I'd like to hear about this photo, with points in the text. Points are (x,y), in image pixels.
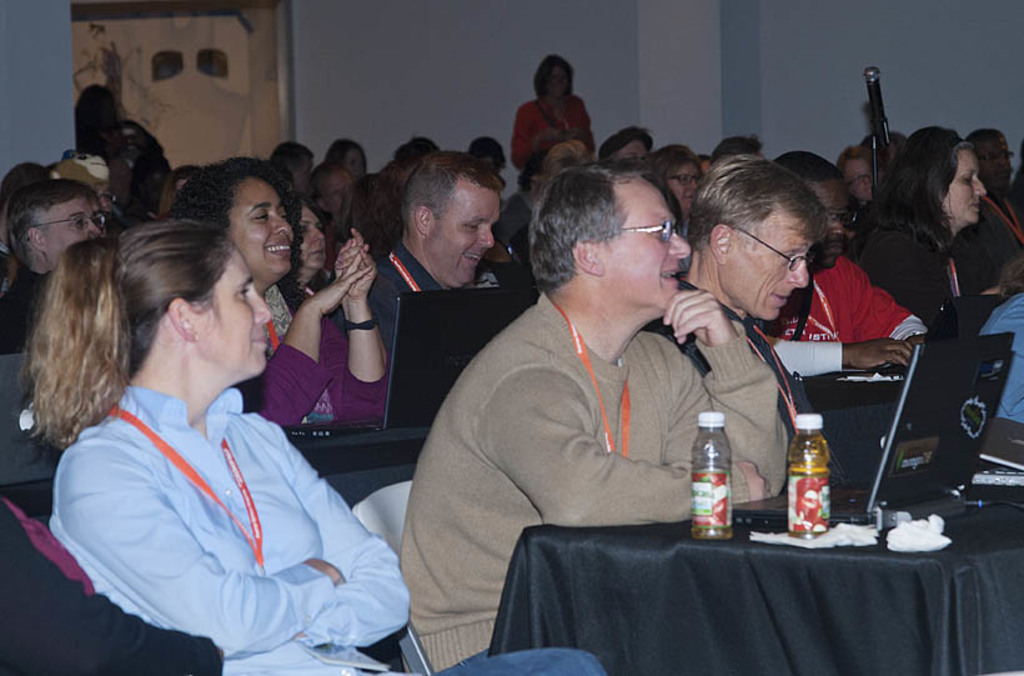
In the image we can see there are lot of people (386,318) who are sitting on chair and in front of them there is a table (843,562) on which there is a laptop (912,482) and juice bottle (813,487).
